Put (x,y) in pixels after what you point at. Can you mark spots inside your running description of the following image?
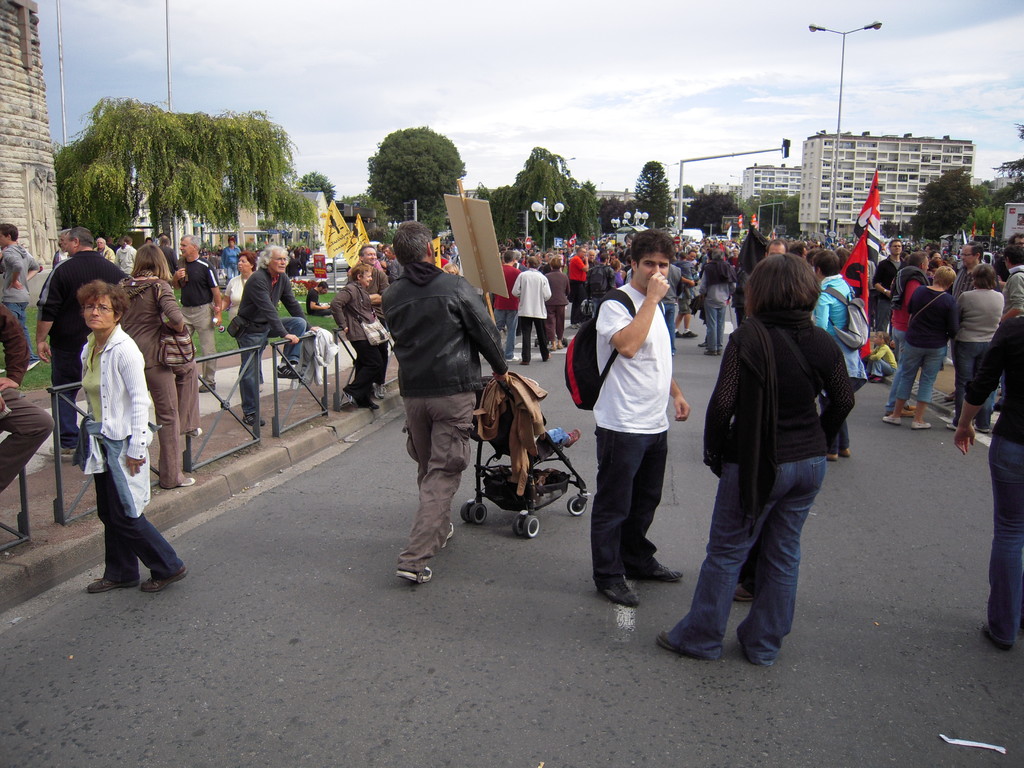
This image consists of many people (296,349) standing and walking on the road (292,520). At the bottom (366,671), there is a road (250,686). On the left (39,533), we can see a pavement (84,508) along with the railing (57,500). In the background (846,178), there are many trees (778,211) and buildings (23,190). At the top (444,40), there is sky (560,24). In the front (438,432), we can see a man (435,422) holding a trolley (506,478).
